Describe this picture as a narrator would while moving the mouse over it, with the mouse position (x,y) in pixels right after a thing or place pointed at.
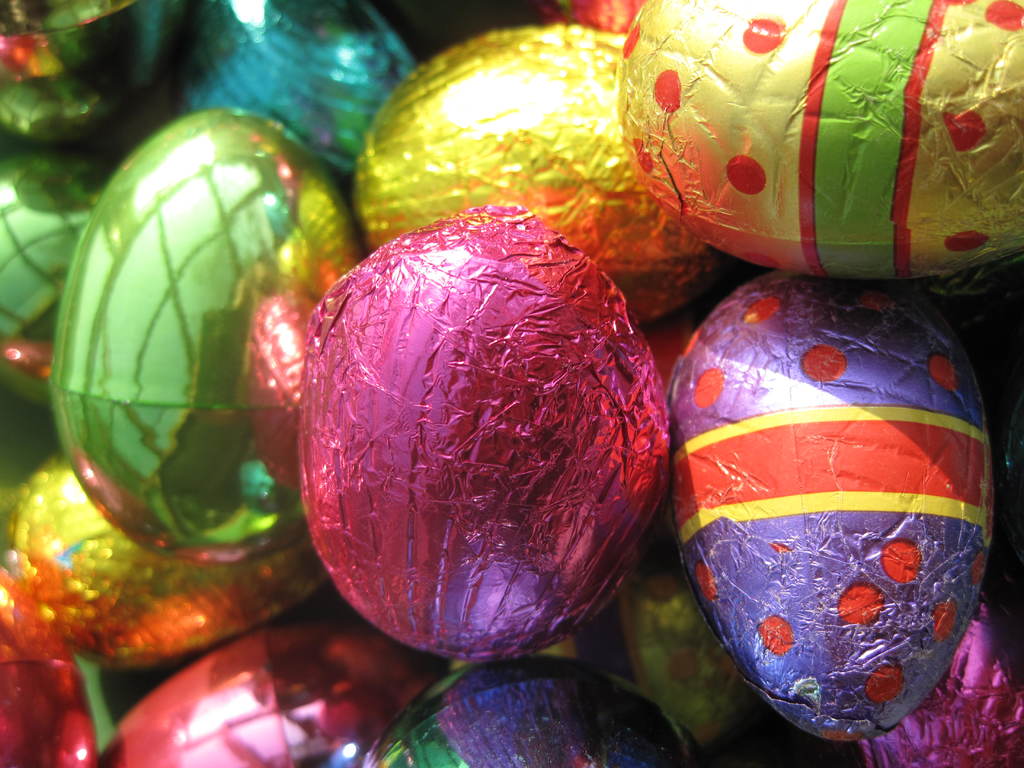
In this image there are few circular objects (420,324) in which some of them are covered with decorative papers (592,468).
